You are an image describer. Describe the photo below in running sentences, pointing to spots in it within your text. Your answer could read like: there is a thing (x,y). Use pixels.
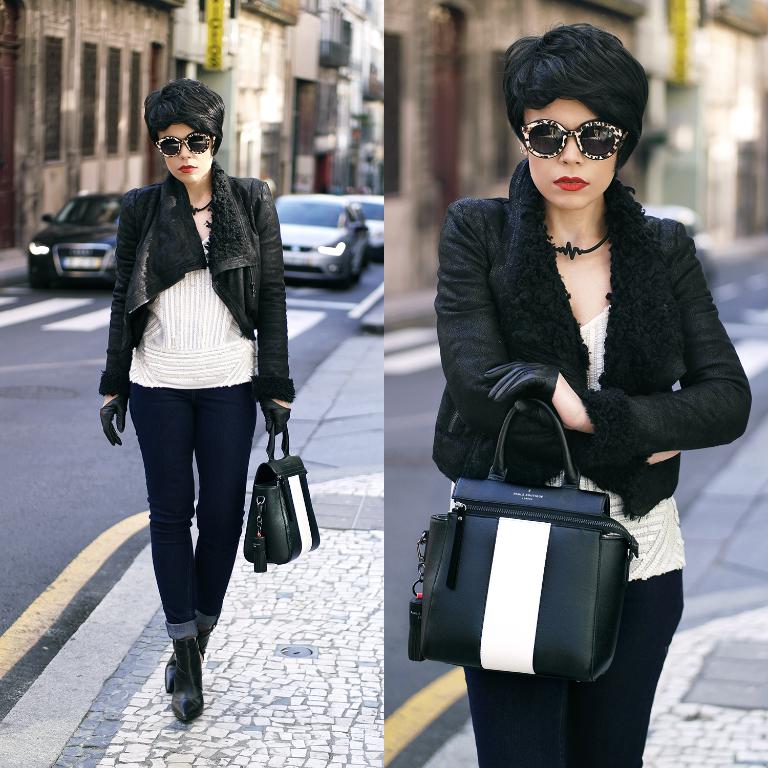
In this picture a woman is standing at the right side (566,560) holding a black and white colour bag (534,584) in her hand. At the left side (176,347) woman (179,420) is walking on the streets (138,501). In the background (316,274) there are 3 cars (330,219), buildings (197,67), sign boards (210,46), on the road (58,321) there is a zebra crossing (60,306), and woman (245,428) is holding a purse (283,511) in her hand (273,414).
